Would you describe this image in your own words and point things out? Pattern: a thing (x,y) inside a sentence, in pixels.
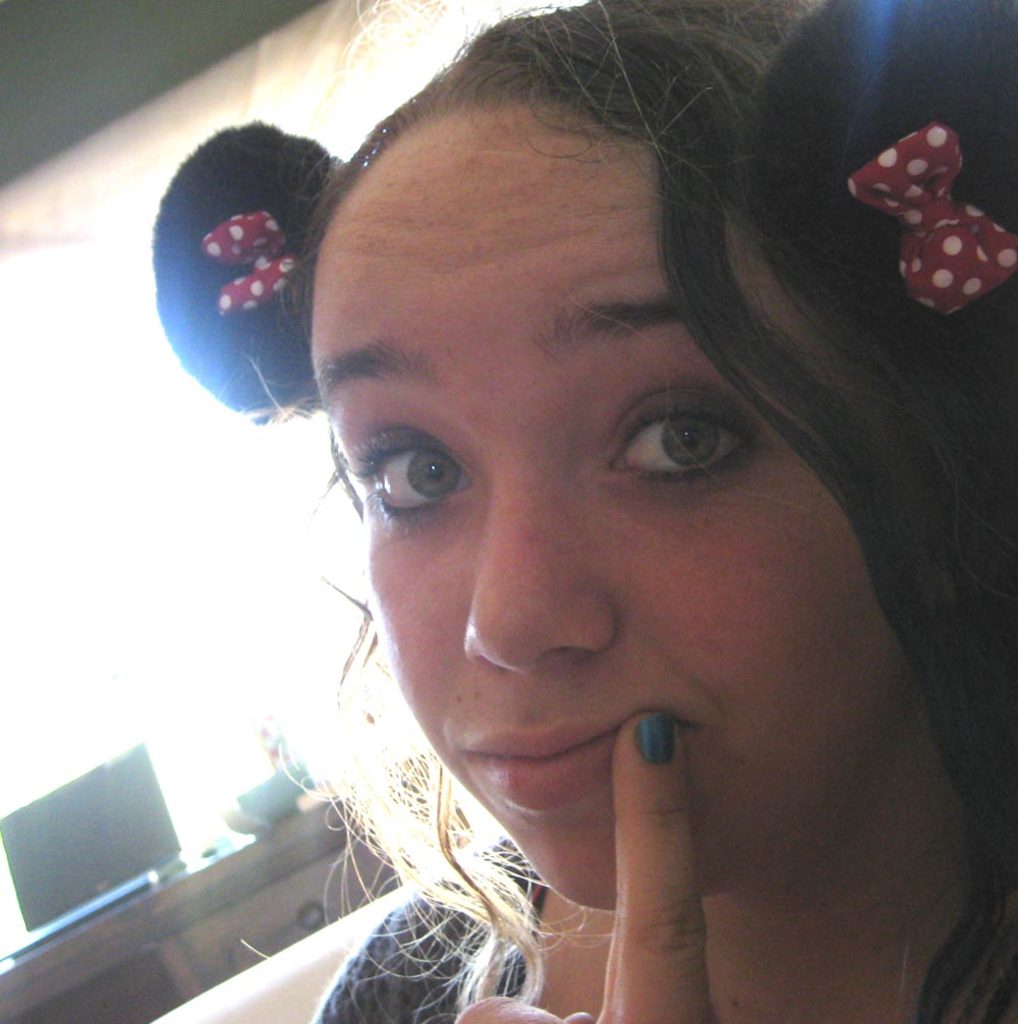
In this image we can see a lady (446,971). In the back (216,928) there is a table (186,921). On the table (175,875) there is a laptop (134,827). And it is blurry in the background (208,520).
